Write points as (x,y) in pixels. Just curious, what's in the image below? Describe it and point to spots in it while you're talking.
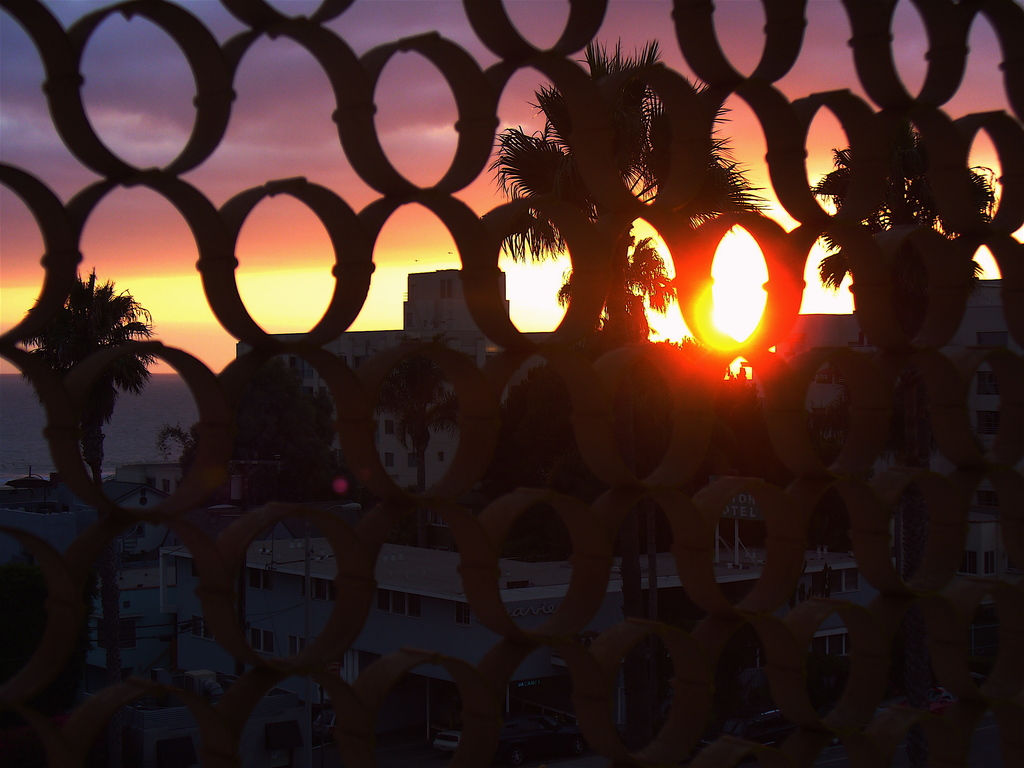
Through this grille (499,408) we can see trees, buildings (449,554), sky (421,103), board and sunlight (754,291).
